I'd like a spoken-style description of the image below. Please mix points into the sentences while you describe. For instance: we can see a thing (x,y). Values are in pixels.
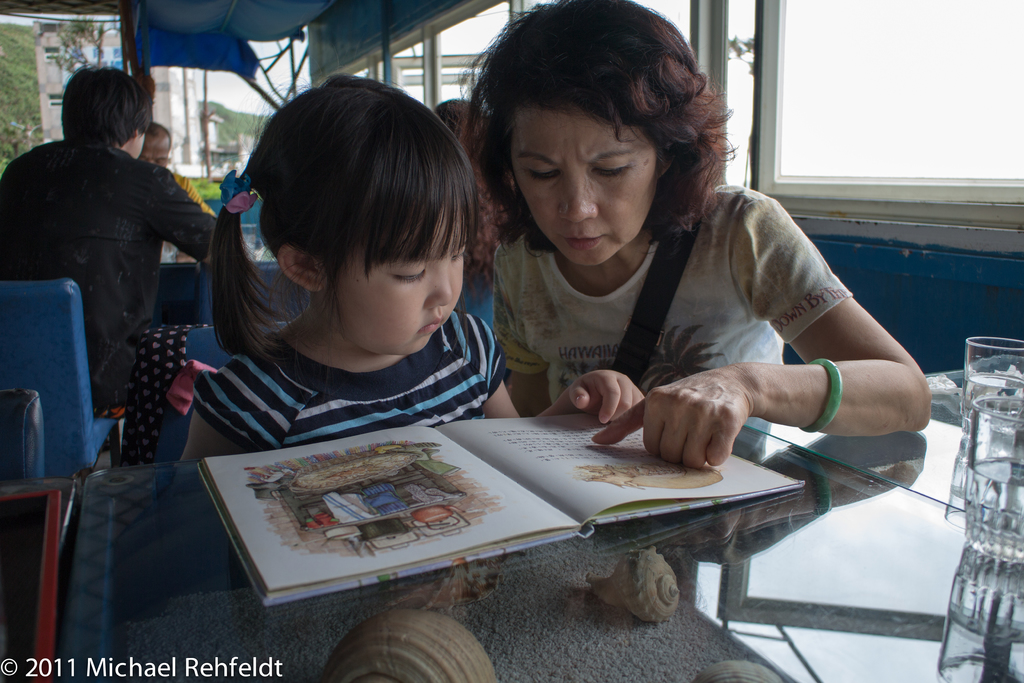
Here we can see a woman (546,180) and child (443,262) sitting on the chair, and in front (510,429) here is the table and book (556,454) and glass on it, and at back (135,183) people (110,222) are sitting, and here is the window (762,98).
